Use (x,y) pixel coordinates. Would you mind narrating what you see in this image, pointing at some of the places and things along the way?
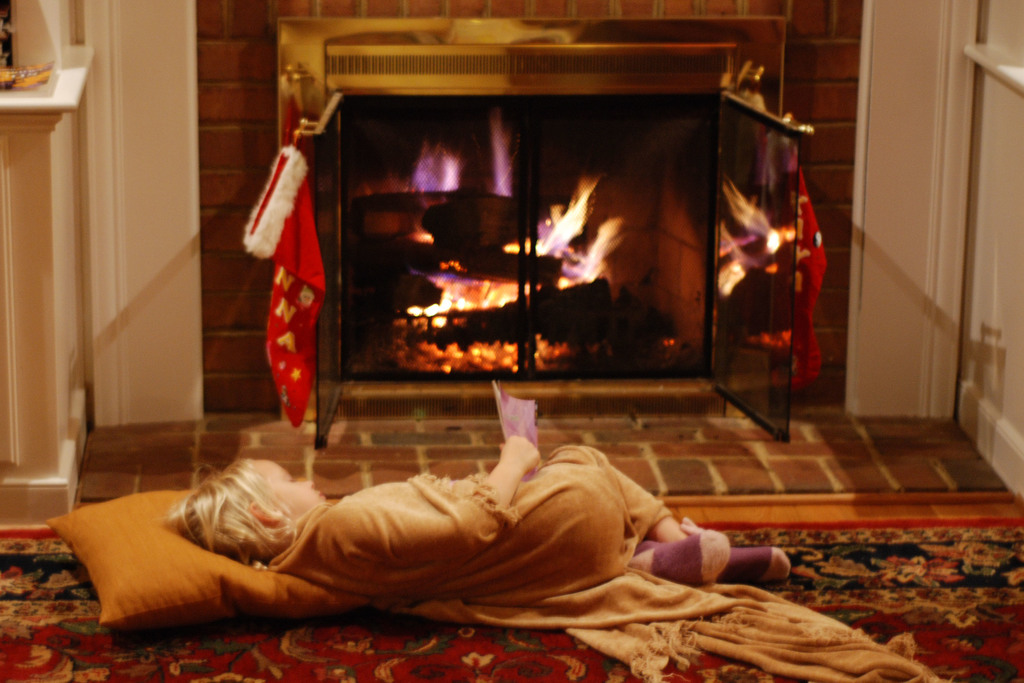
In this image I can see a girl (462,504) is lying and holding something in hands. Here I can see a pillow (205,571). In the background (332,281) I can see a fireplace (500,284) and other objects (295,166).
